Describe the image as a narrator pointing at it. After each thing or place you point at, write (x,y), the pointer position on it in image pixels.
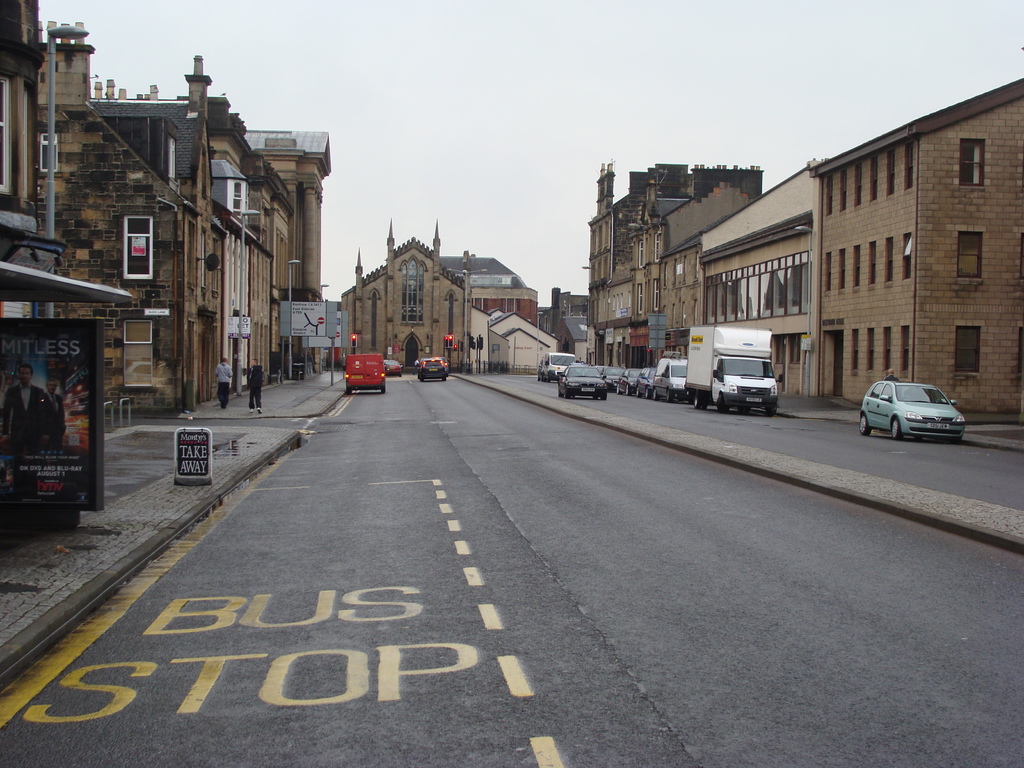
In this picture we can see buildings (880,304) on the right side (690,284) and left side (146,279), there are some vehicles (900,419) on the road (479,409), on the left side (252,402) there are two persons (225,385), a hoarding (20,421), some boards (297,329) and poles (241,362), in the background (356,345) we can see traffic lights (452,339), there is the sky (395,170) at the top of the picture (401,84).
